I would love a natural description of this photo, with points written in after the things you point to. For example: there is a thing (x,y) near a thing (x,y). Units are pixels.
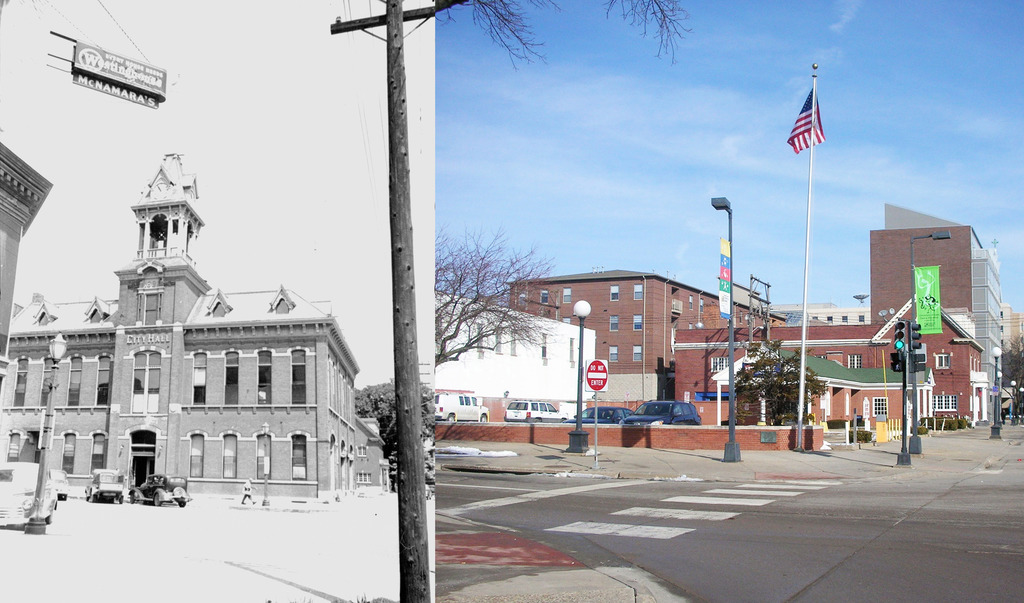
This is a collage picture. On the left side of the image (264,265), we can see black and white picture. On the right side of the image (789,399), we can see the colorful picture. Here we can see buildings (972,360), walls (958,294), windows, banners (937,282), street lights (728,448), trees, plants (761,365), vehicles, poles (733,379), traffic signals (912,361), sky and roads (674,490).
